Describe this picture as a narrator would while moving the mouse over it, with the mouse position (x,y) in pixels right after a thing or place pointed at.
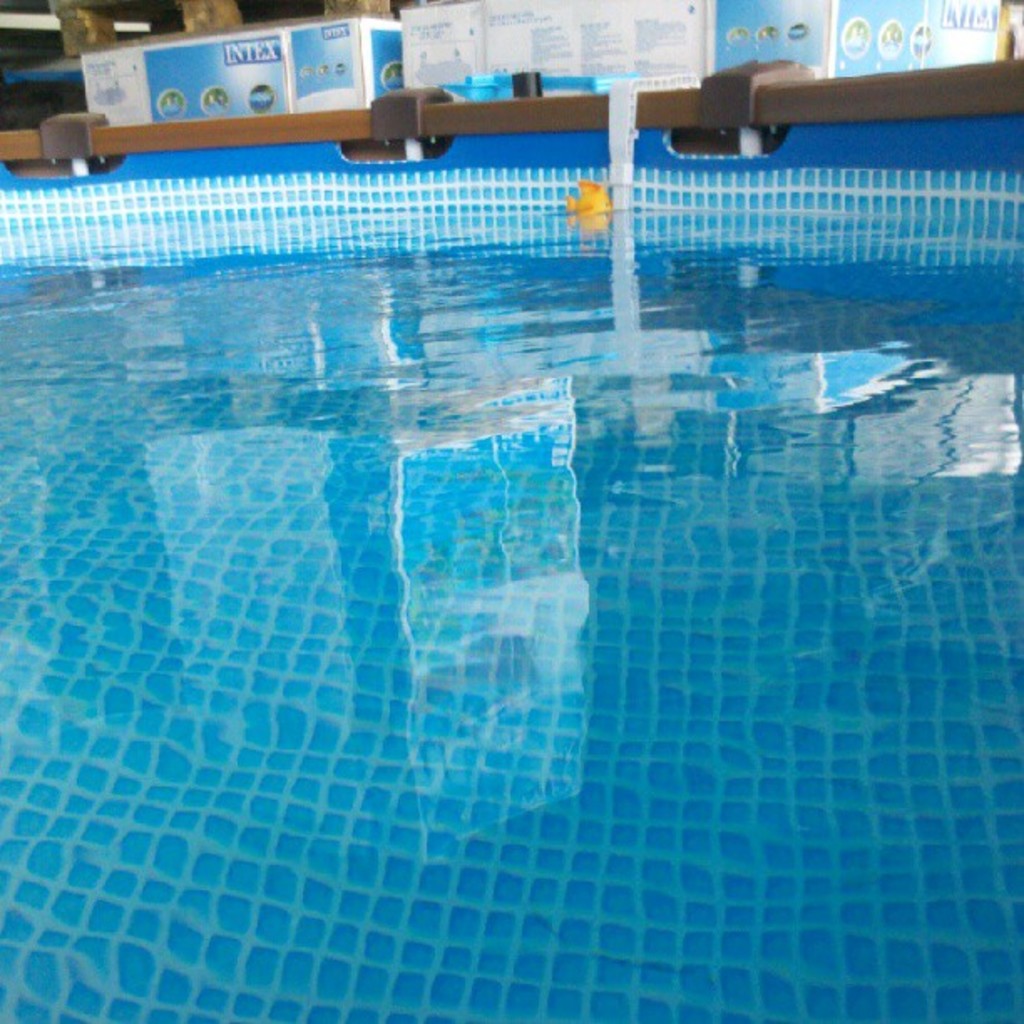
In this image, we can see a pool (435,262) and in the background (312,67), there are some boxes (313,59).
